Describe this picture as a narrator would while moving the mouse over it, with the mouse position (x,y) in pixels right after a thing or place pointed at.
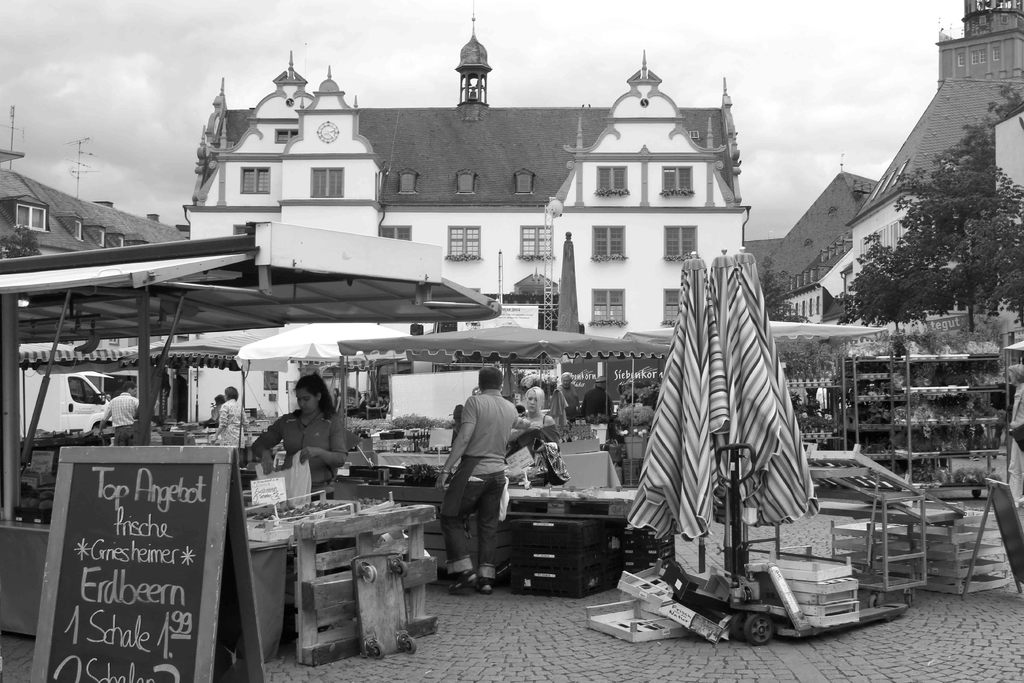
In this image, in the middle (499,429) there is a man (504,457). On the left (316,448) there is a woman (309,458). In the middle (580,365) there are tents (204,288), umbrellas (685,438), boards (188,537), baskets (927,565), trees (1008,296), vehicles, posters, buildings (276,220), sky (142,92) and clouds (813,74).
